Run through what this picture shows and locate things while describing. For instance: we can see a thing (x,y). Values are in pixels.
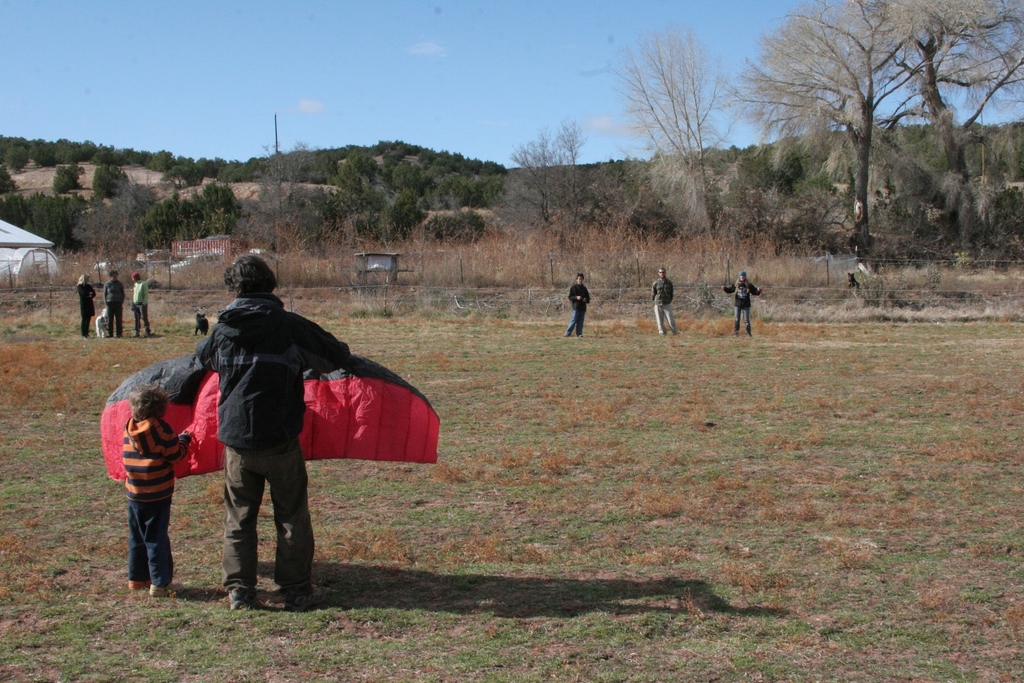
There is a person (289,425) and a small boy (155,412) holding an object (346,423) in the foreground area of the image (261,455), there are people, net fencing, it seems like house structure (47,251), trees (471,221), pole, it seems like a mountain (383,160) and the sky (500,116) in the background (740,141).
